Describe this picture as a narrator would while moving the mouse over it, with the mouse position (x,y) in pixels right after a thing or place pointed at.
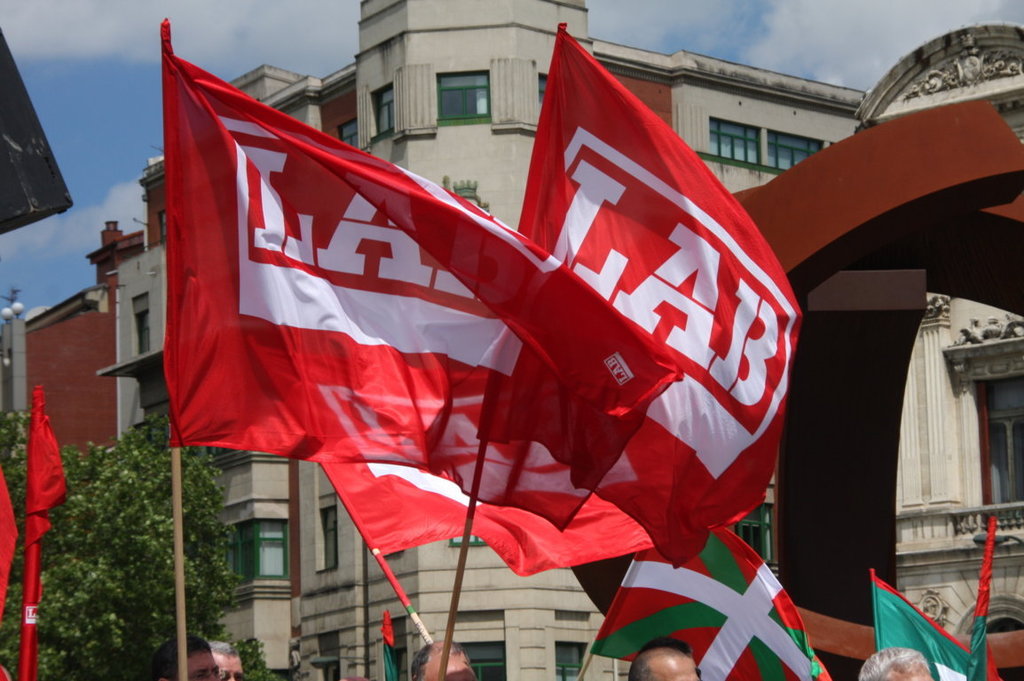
In this image I can see few flags (495,422) in red, white and green. In the background (74,634) I can see few buildings (971,468), trees (82,499) in green color and the sky (85,44) is in blue and white color.
